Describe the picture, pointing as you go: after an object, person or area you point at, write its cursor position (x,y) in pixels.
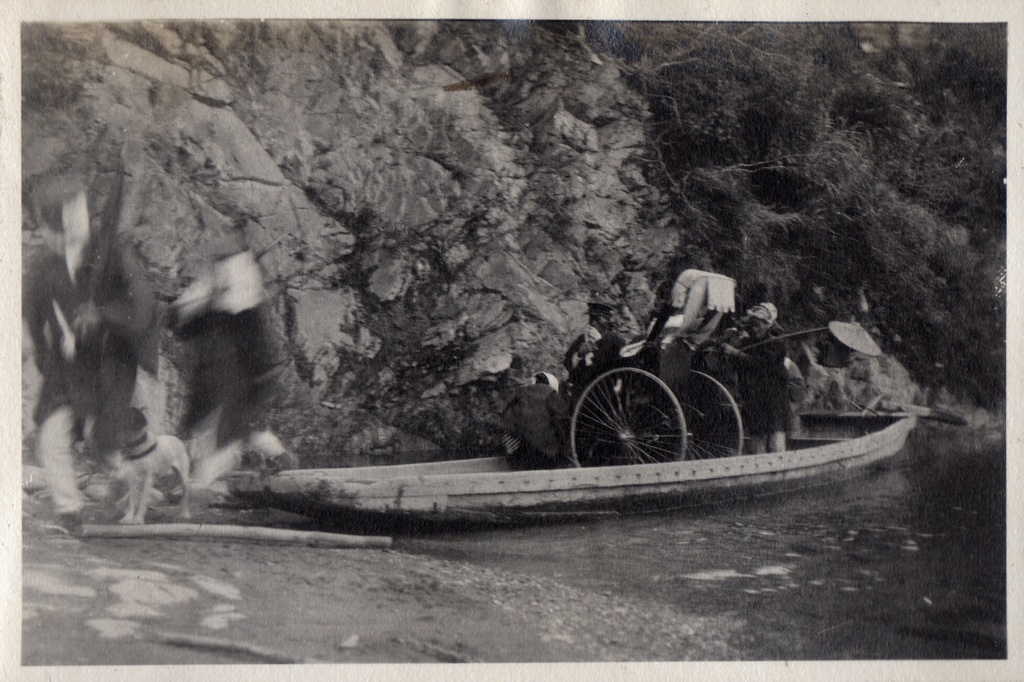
In this black and white image there is a boat (462,501) on the river (835,557). On the boat (825,472) there is a rickshaw (680,354) and few people (755,358) are standing, beside the boat (809,475) there are a few people (73,261) running which is blurry and there is a dog (134,466). In the background (311,403) there is a mountain (330,401) and trees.
